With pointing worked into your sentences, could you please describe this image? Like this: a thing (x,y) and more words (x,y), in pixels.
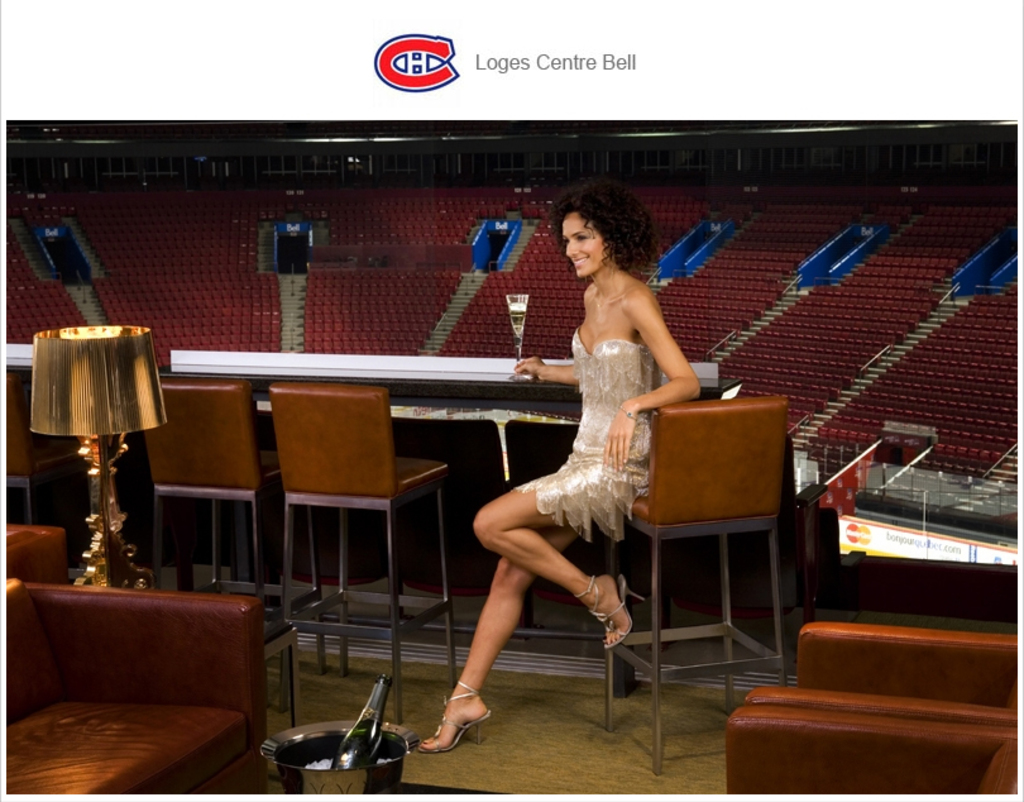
In this picture a woman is sitting on the chair (674,488) and holding a wine glass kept on the table (254,388) in the background (163,302) there are some chairs (197,296).
